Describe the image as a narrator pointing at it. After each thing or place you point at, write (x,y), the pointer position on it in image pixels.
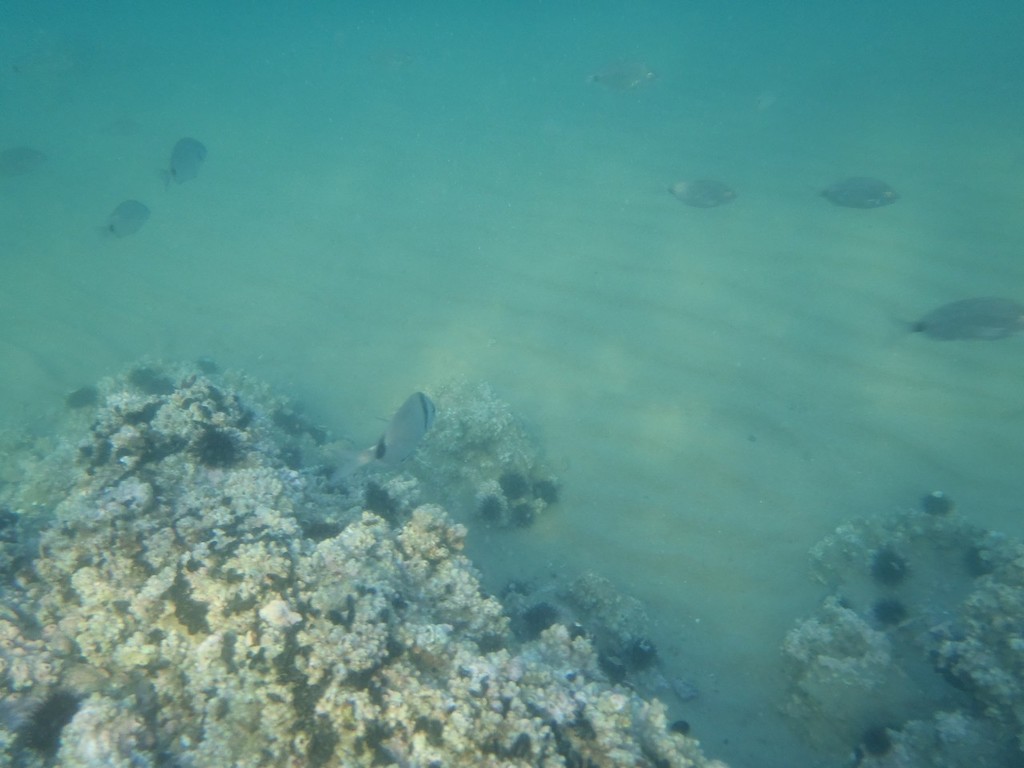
In the image there is water (560,156). In the water (258,325) there are corals (245,547) and fish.
